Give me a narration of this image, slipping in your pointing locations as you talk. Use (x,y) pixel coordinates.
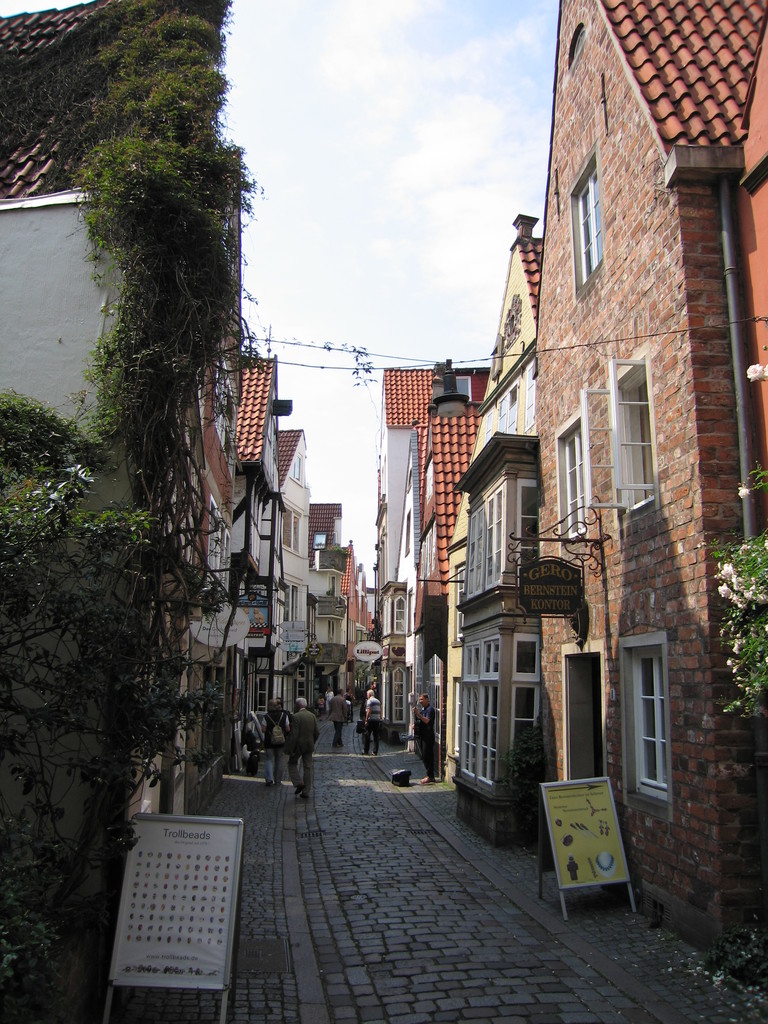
There are posters (156,847) at the bottom side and people (339,691) in the center of the image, there are houses (579,399) on both the sides and flowers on the right side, there is the plant (155,280) on the left side (149,282). There are wires (662,334) and sky (433,178) in the background area (444,159).
